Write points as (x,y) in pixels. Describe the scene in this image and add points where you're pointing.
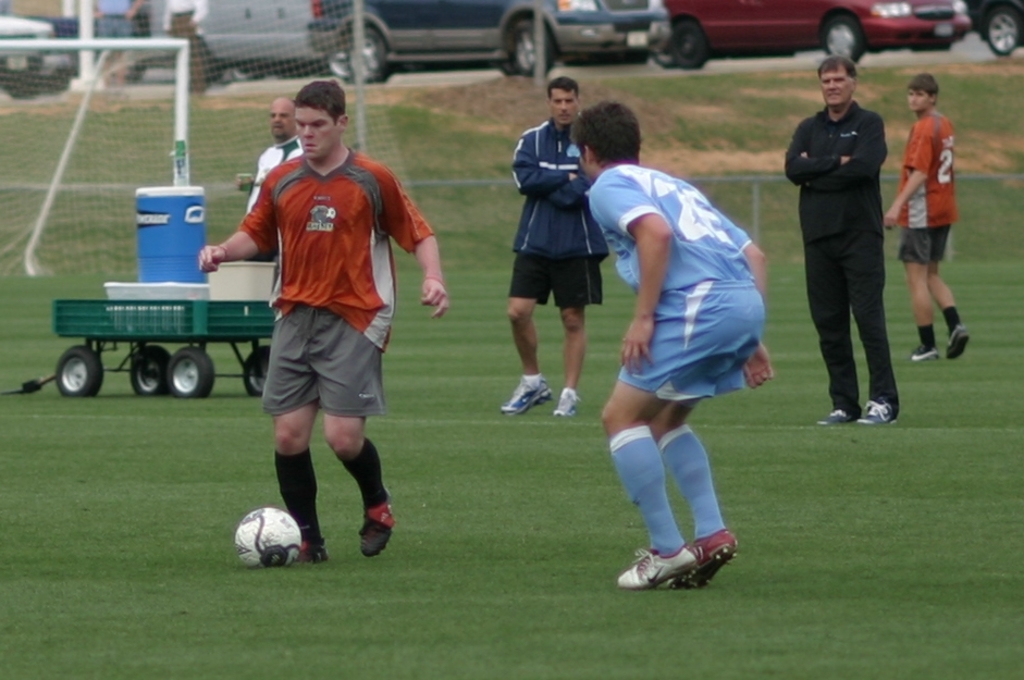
In this image I can see the group of people (619,265) standing on the ground (656,612). These people (567,271) are wearing the different color jerseys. I can see the ball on the ground (477,622). In the background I can see the many vehicles (447,60) which are in different color.
